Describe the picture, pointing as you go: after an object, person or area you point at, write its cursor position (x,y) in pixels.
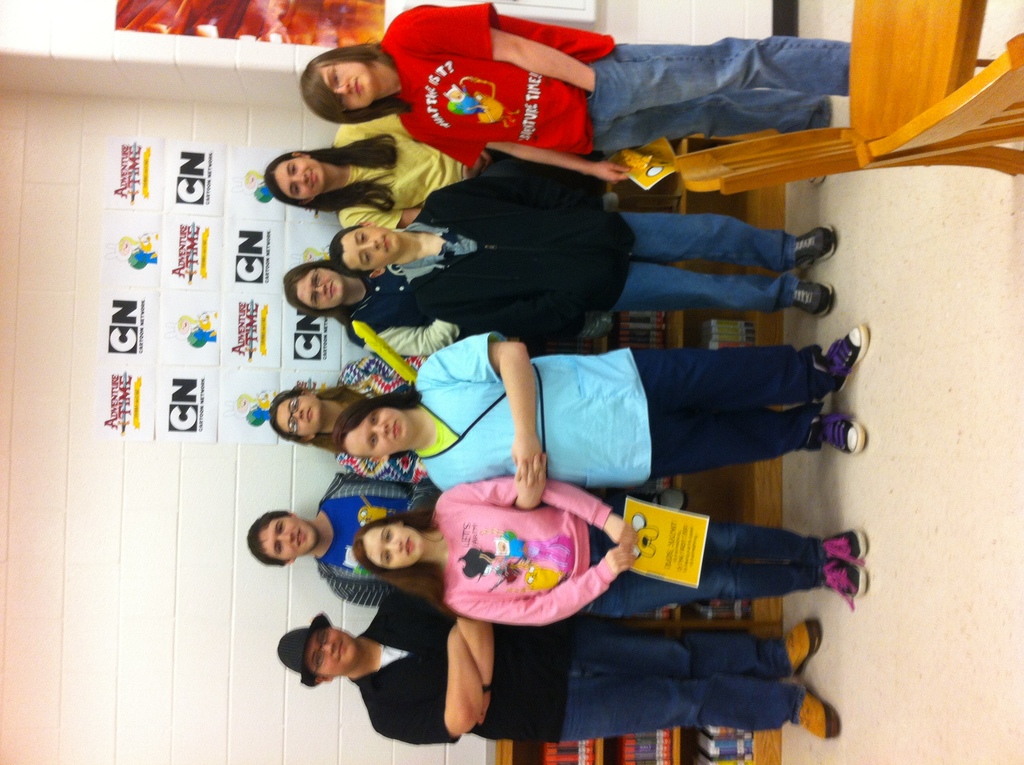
In this image we can see some persons (567,105) standing on the ground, some of them are holding posters (679,573), behind them there is a wall (211,122) with some stickers (174,283) pasted, also we can see a chair (842,158), and objects (583,761) in a rack (679,760).
